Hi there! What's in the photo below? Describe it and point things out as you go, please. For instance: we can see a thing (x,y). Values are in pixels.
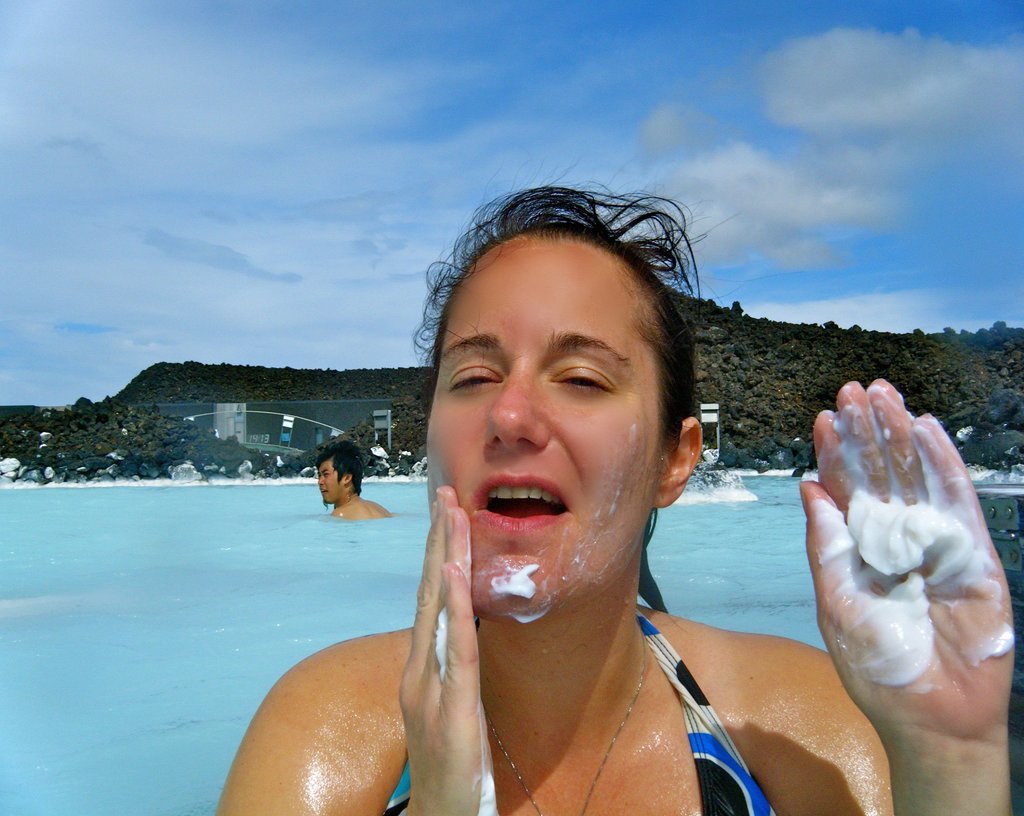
In this image I can see two persons (489,780) in the water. In front (509,780) the person (751,774) is wearing black and blue color dress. In the background (106,416) I can see few boards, rocks (778,371) and the sky (258,251) is in blue and white color.
